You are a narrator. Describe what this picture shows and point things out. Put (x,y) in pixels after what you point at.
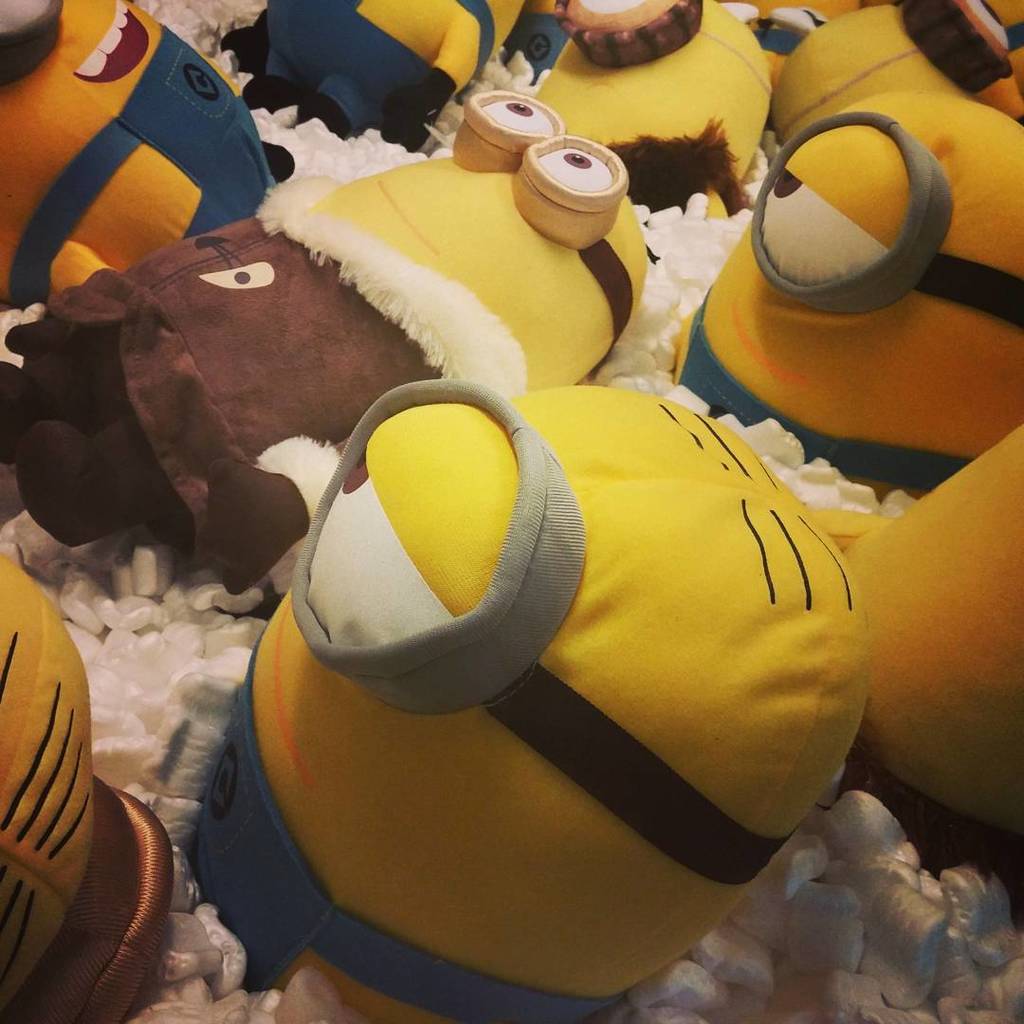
In this image there are toys (577,475) on the white color objects (94,634).
